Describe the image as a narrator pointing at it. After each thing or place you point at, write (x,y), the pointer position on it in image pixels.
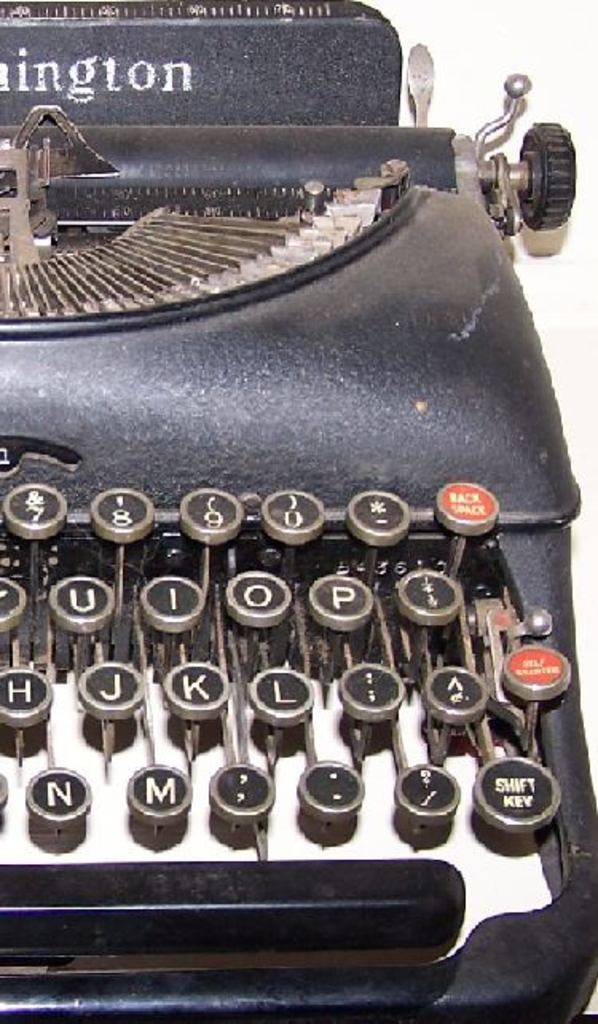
In this image I can see a typewriter (431,542) which is in black color. Here I can see the letters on the buttons (82,603). At the top of this typewriter (98,82) there is some text (186,76). The background (516,35) is in white color.
